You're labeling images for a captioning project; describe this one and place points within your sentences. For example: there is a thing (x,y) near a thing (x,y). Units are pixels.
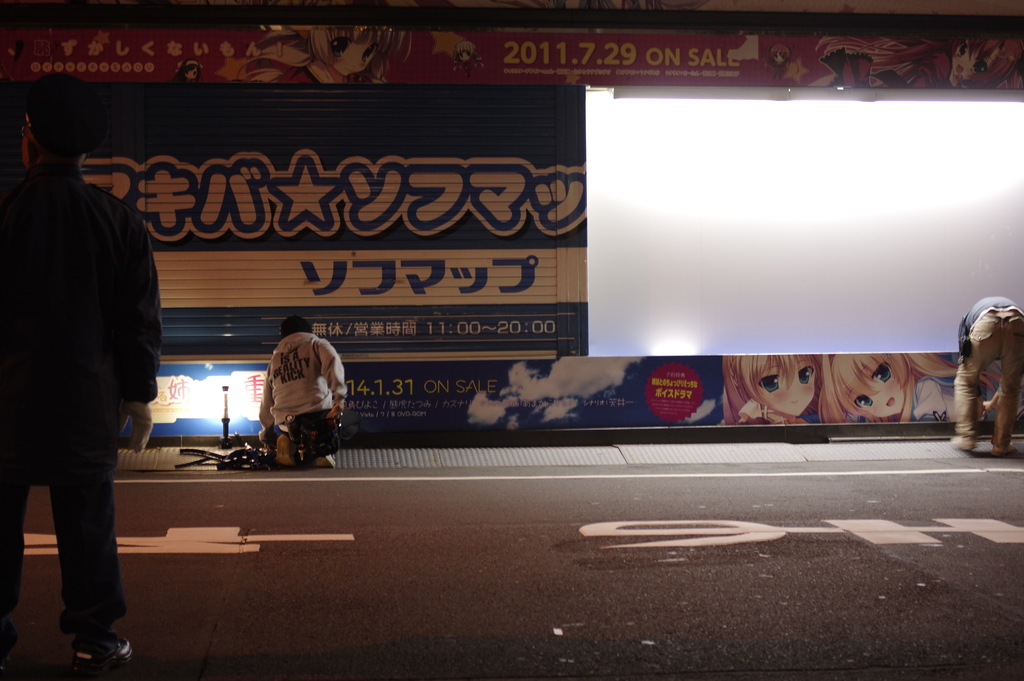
In this image there is a person (28,386) standing, in front of him there are two other people (957,381) on the pavement (303,469) with some objects (224,442) behind them, in front of them there are metal shutters (390,213) of a shop (363,246), above the shutters (322,157) there is display board (596,52).
